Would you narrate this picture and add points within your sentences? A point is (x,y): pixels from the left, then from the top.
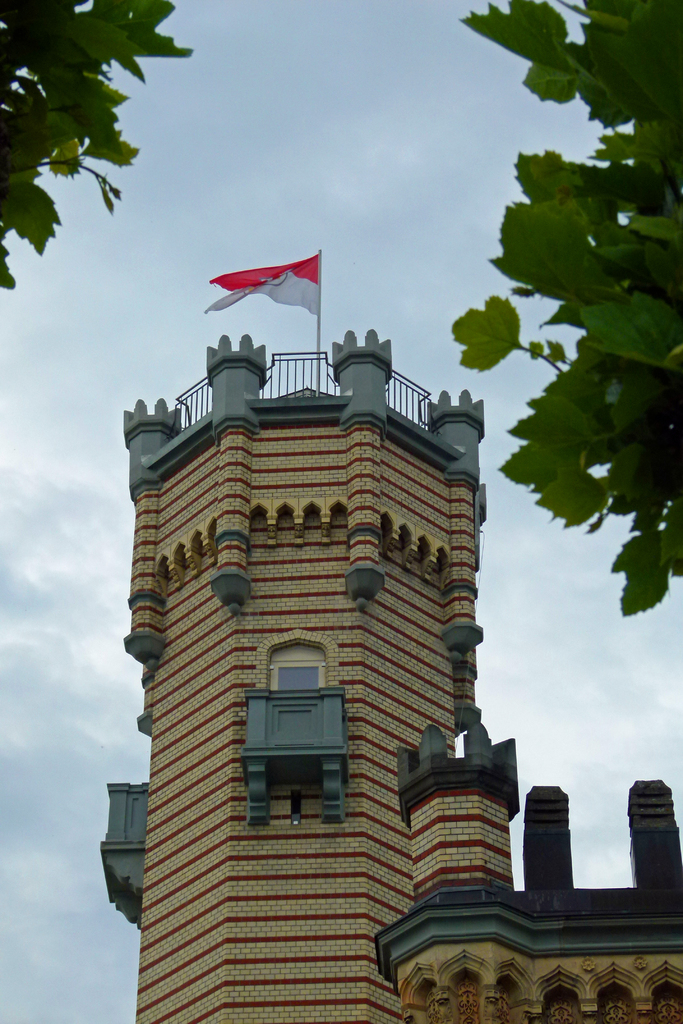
In this image I can see a fort (656,921) and top of fort (353,348) I can see flag (239,275) and there are some leaves (37,156) visible at the top (55,24) and the sky (183,262) visible in the middle (299,344).
